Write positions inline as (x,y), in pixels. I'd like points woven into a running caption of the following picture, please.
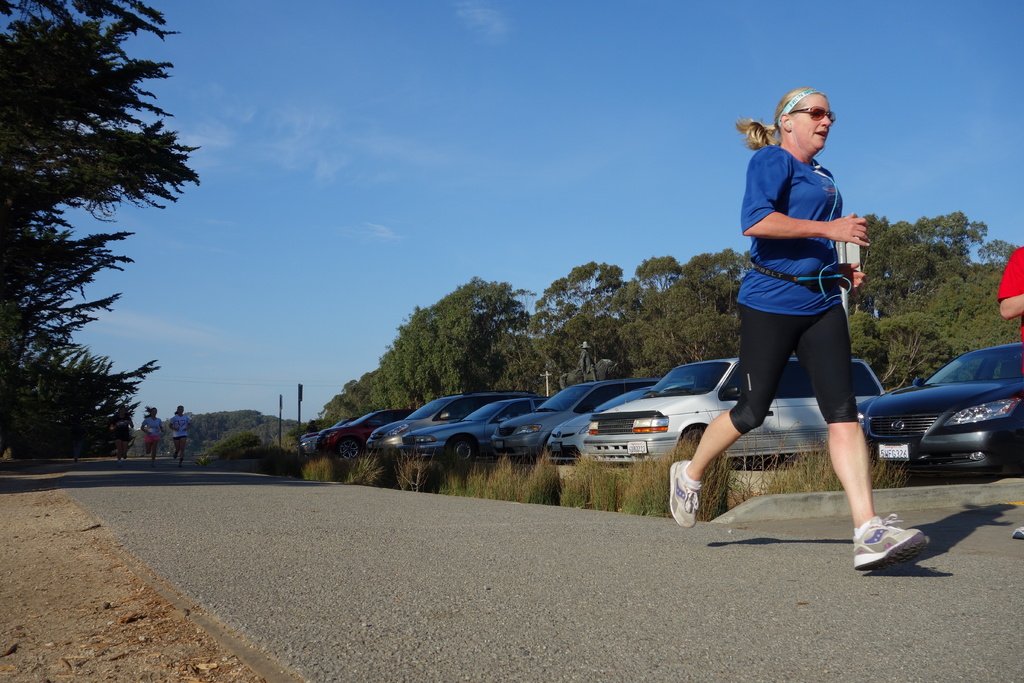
In this image I can see the group of people (842,445) running on the road (537,560). These people (840,325) are wearing the different color dresses (825,343). To the side these people (713,430) I can see many vehicles (794,443) and the poles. In the background (310,334) there are many trees (250,429) and the blue sky (351,170).
